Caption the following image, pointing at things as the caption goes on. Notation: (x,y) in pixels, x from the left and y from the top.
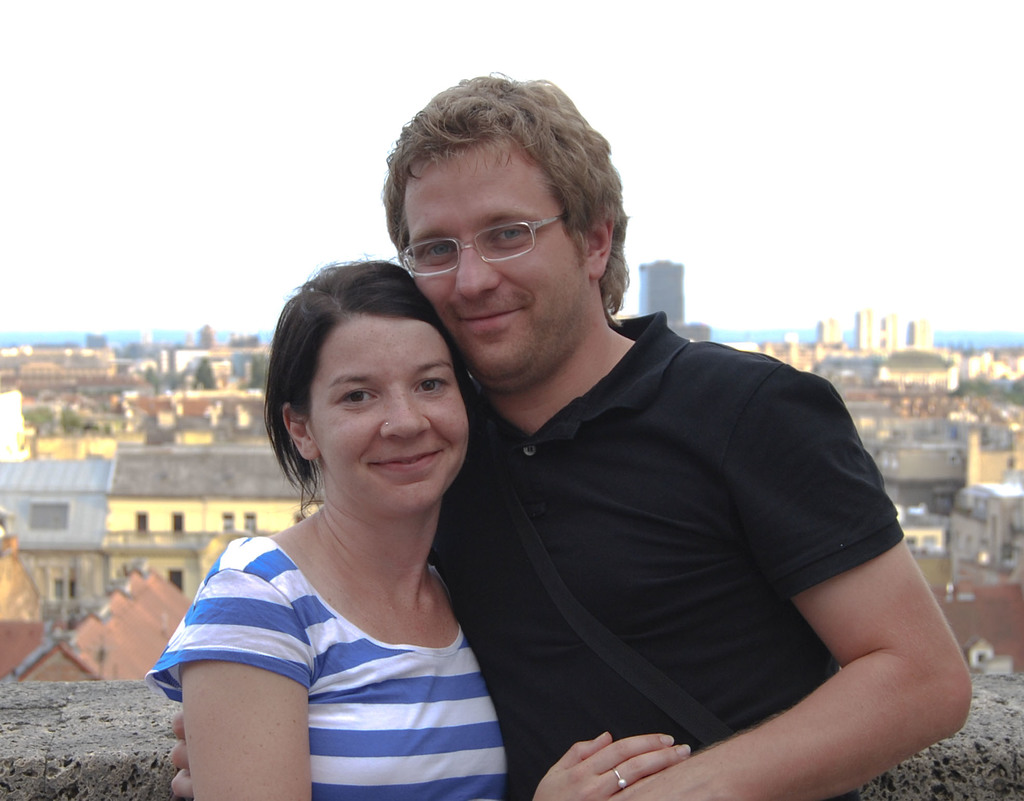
In this image there is a man (620,640) and a woman (391,741) standing, in the background (90,529) there are houses (947,499) and the sky (806,127).
